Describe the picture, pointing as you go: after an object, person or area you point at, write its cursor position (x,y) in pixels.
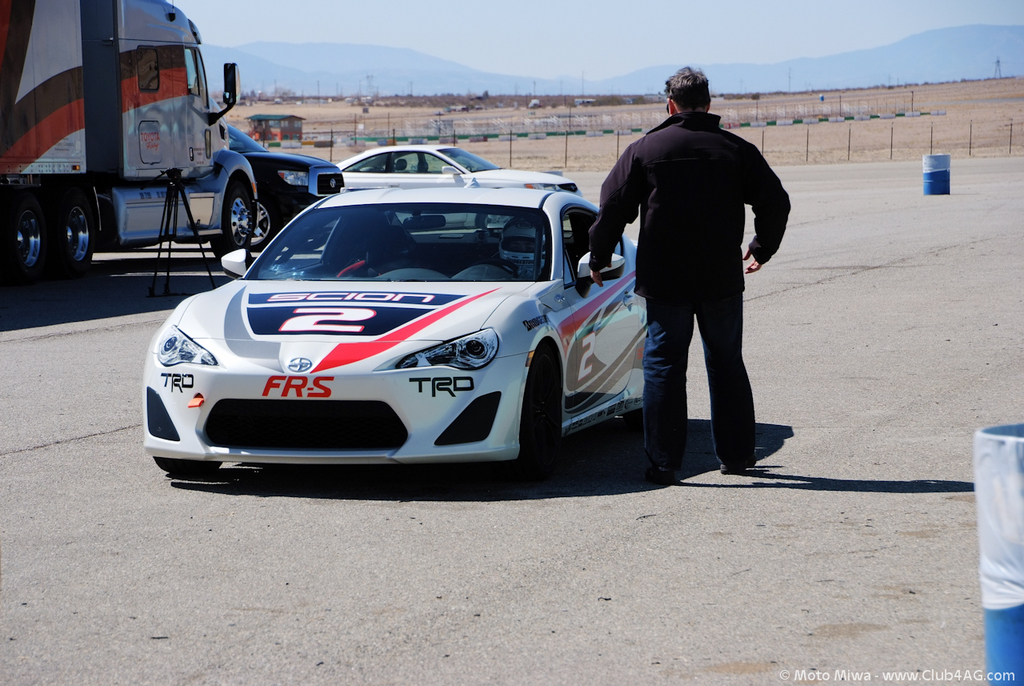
This is a picture of a racing track (891,179). In the center of the image (642,243) there is a man (642,193) standing. In the center of the image (517,314) there are three cars (344,204). To the top left (165,184) there is a vehicle (200,126). In the background (538,147) there is a field (489,112) and mountains (412,62), Sky (707,42) is clear. On the right (999,644) there are drums (926,189). In the top left (289,126) there is small room (275,128).
